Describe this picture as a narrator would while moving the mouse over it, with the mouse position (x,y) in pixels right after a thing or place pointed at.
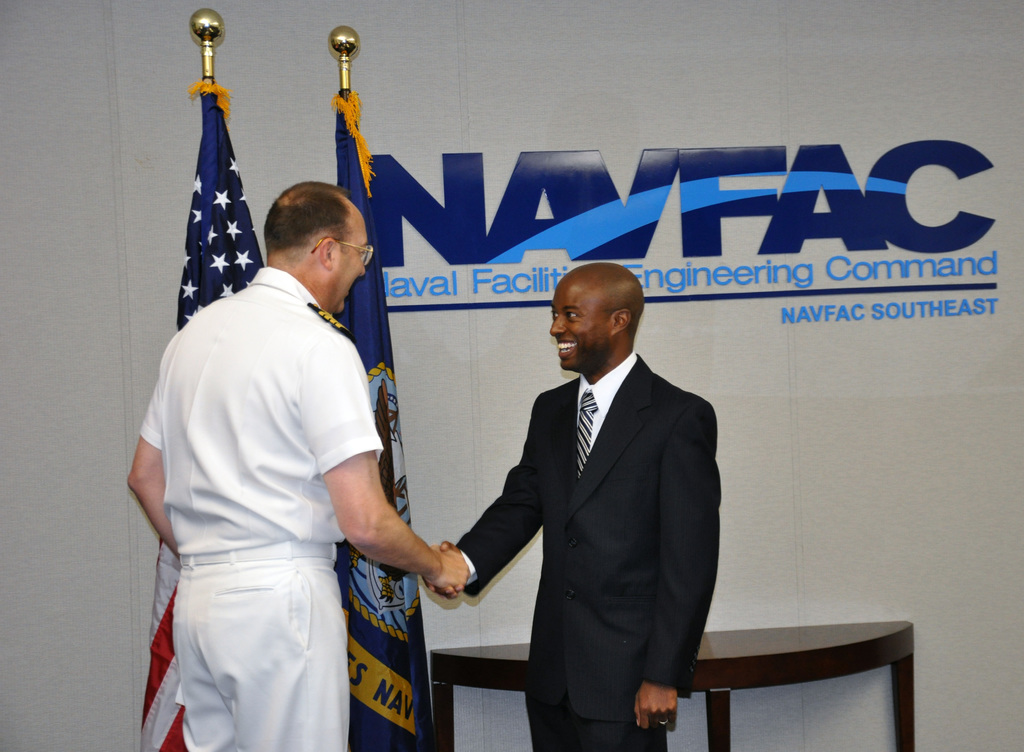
In this image we can see two persons (660,510). One person (308,462) is wearing spectacles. One person (649,512) is wearing a coat (634,637). In the background (859,652), we can see a table (737,666), two flags (211,134) on poles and a wall (979,252) with some text (856,242) on it.
